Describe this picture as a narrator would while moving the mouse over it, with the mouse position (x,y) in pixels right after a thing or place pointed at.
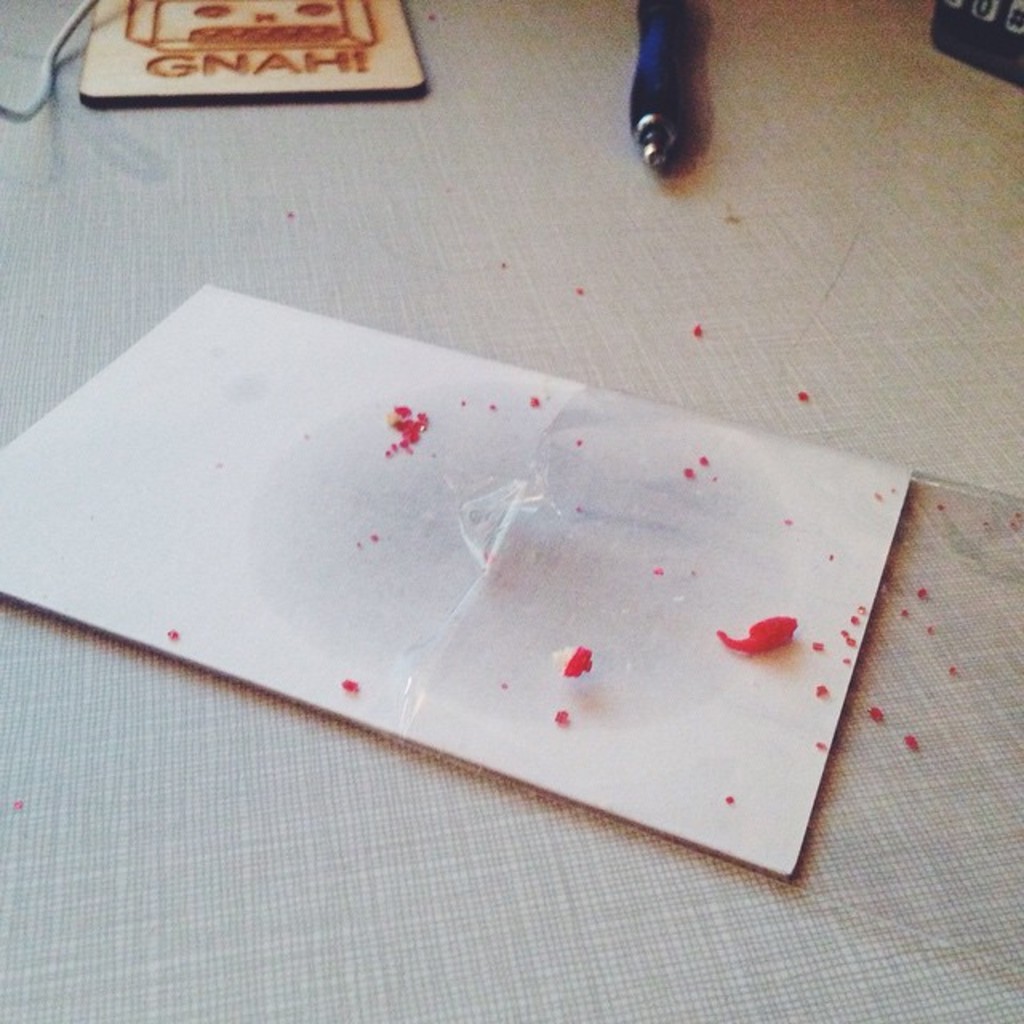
In this image I can see a pen (658,86) and a wooden board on the table (272,889).
